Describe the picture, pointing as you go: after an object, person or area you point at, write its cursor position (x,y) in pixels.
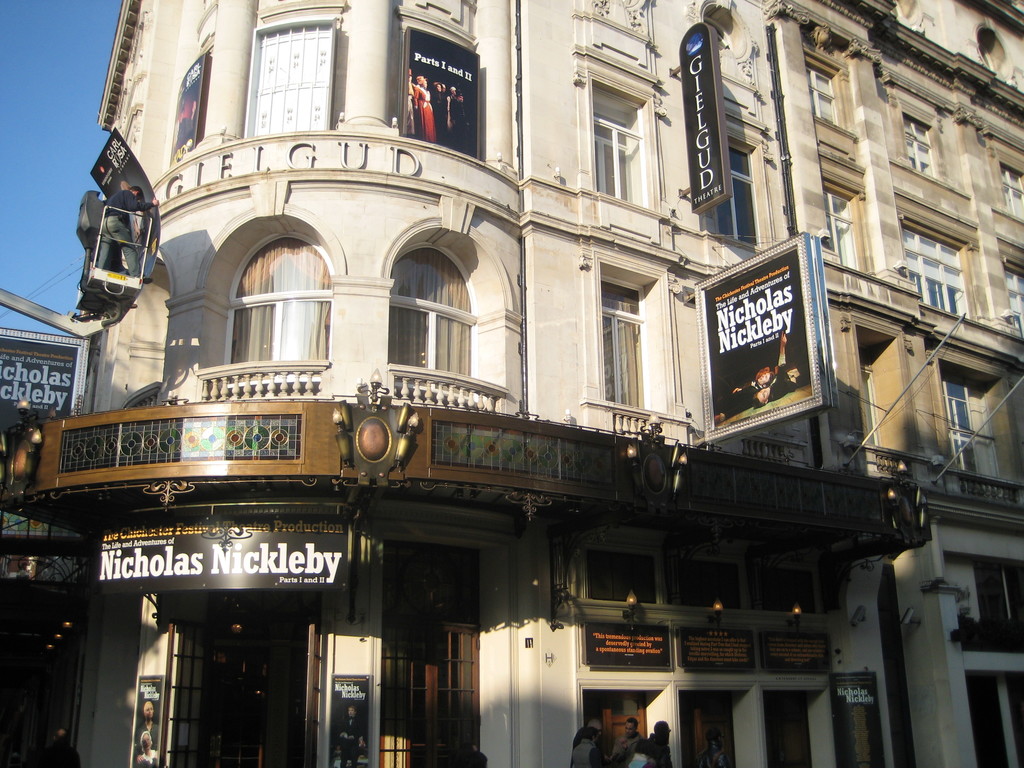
Here we can see a building (595,505), windows (964,453), and boards (318,547). There are few persons (642,748). In the background (46,251) there is sky (53,210).
